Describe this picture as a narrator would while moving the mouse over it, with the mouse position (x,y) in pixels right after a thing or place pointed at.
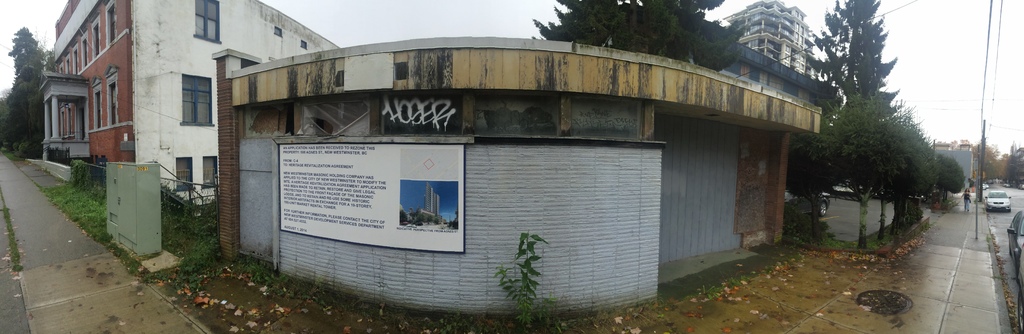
There are buildings (579,167). There is a board (410,208) at the center (413,187). There are trees (862,65) and walkways (13,185) on the either sides. A person (967,194) is walking at the right. There are electric poles (976,205) and wires (989,20) at the right (989,117). There are vehicles (1008,229) on the road (1003,233) at the right corner (1020,216). There are trees (992,166) at the back (989,149).
